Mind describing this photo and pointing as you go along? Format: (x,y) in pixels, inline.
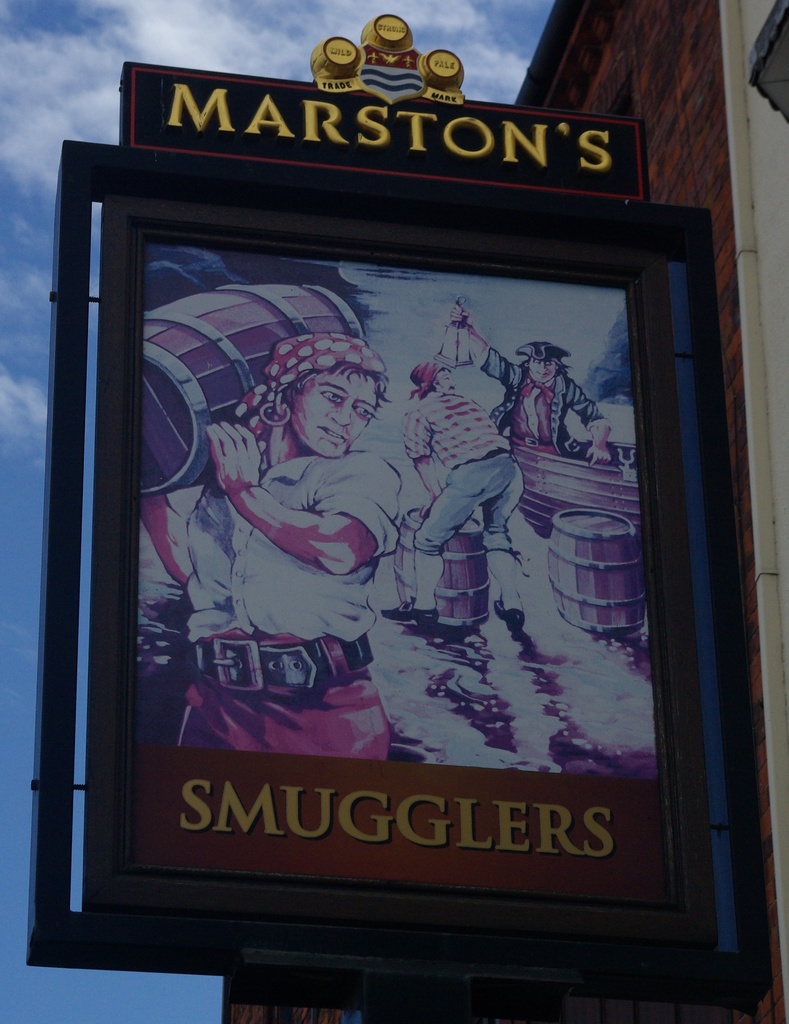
In this picture in the center (351,502) there is a board (356,613) with some text (396,816) and cartoon images (423,517) on it which is on the wall (698,169) of the building (694,159) which is on the right side (718,189) and the sky (136,46) is cloudy.
